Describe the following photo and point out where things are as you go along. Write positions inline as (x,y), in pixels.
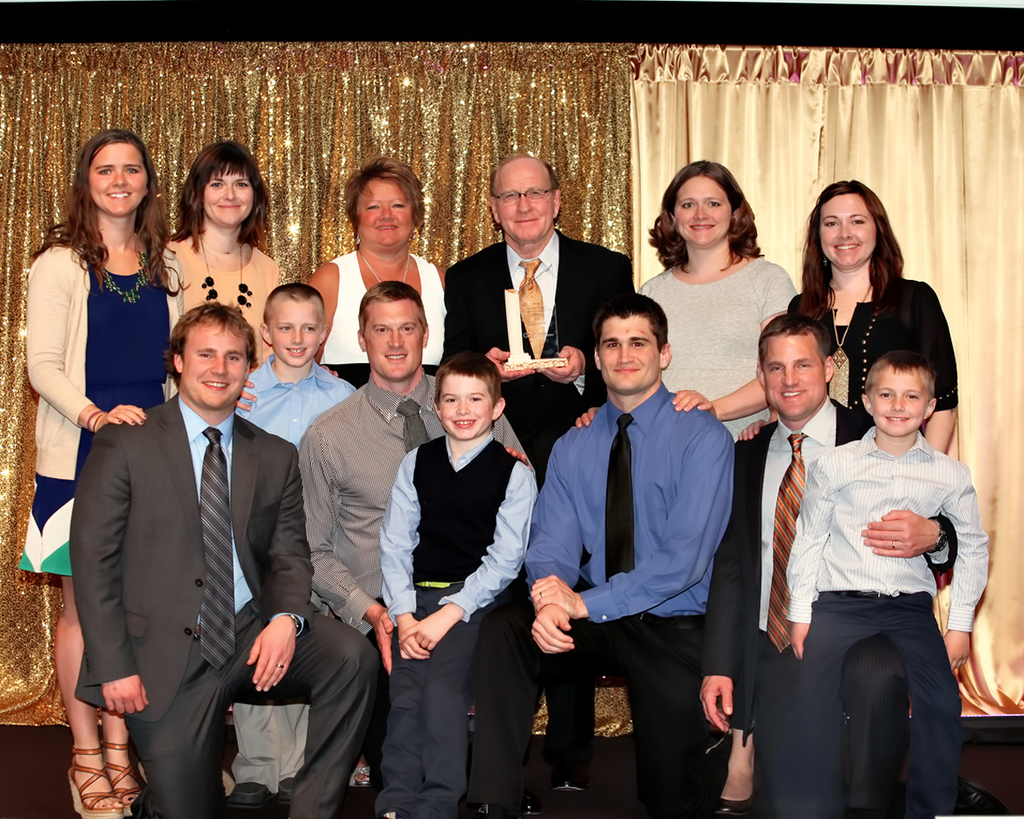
In this picture we can see a group of people (426,339) are standing and some people (100,516) are in squat position. Behind the people (541,383) there are curtains (806,152).
